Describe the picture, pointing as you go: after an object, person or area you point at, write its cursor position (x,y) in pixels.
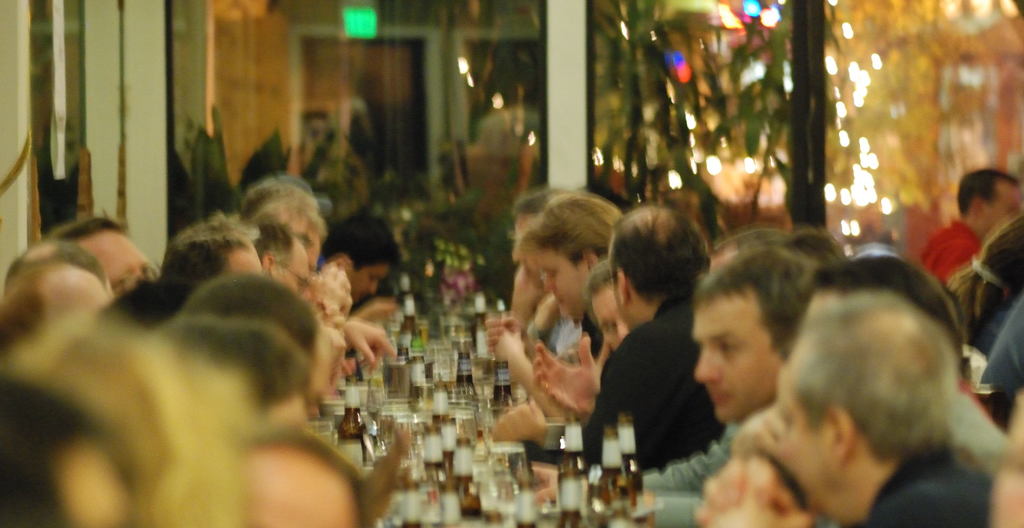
This picture might be taken in a restaurant (202,410). In this image, we can see a group of people (733,521) sitting on the chair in front of the table (592,490). On that table (509,523), we can see some beer bottles (498,367), glasses (502,486). On the right side (860,421), we can see some group of people (1014,485). In the background (602,78), we can see a glass window (672,150), trees (931,182).
